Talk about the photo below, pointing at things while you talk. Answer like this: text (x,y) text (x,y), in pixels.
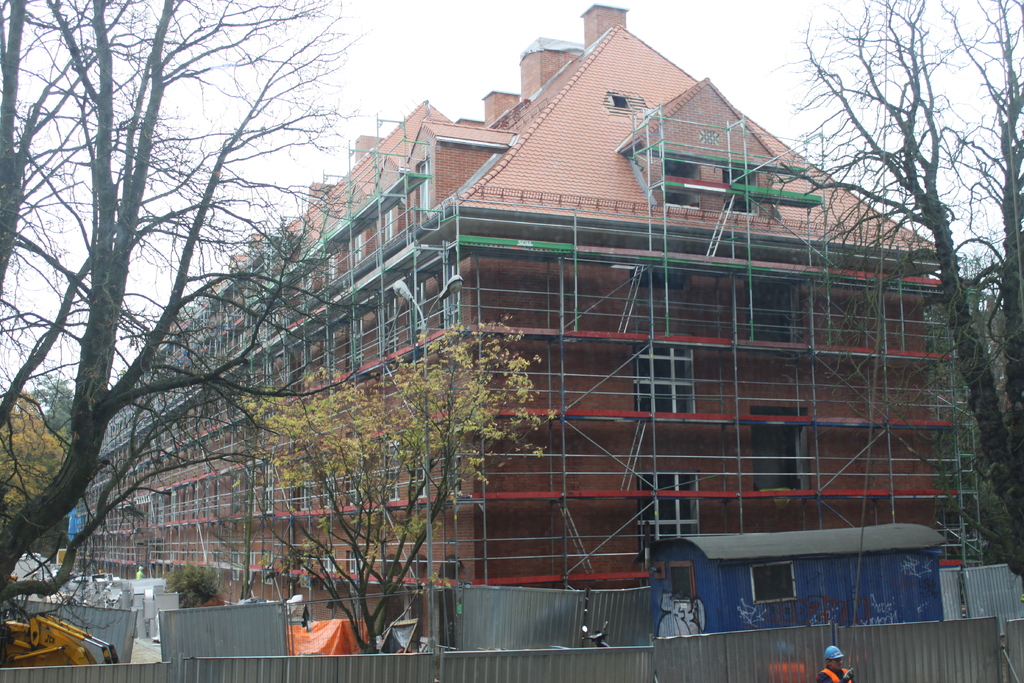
In this picture we can see a person (829,682) wore a helmet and at the back of this person (840,661) we can see fences (269,624), trees (353,614), rods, building (367,562) with windows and some objects (391,636) and in the background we can see the sky (709,27).
